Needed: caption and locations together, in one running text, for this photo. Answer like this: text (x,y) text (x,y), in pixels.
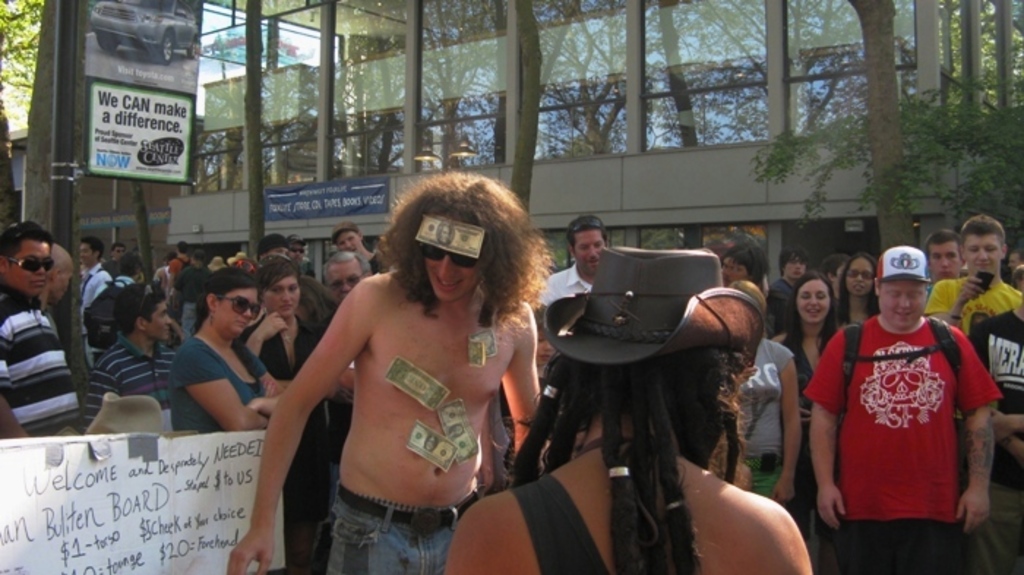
There are people (710,334) standing in the foreground area of the image (423,245), there is a poster (160,443) and there are currency notes (448,239) on the body (455,344) of a person (441,341). There are trees (262,128), posters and a building (302,84) in the background (431,57).
